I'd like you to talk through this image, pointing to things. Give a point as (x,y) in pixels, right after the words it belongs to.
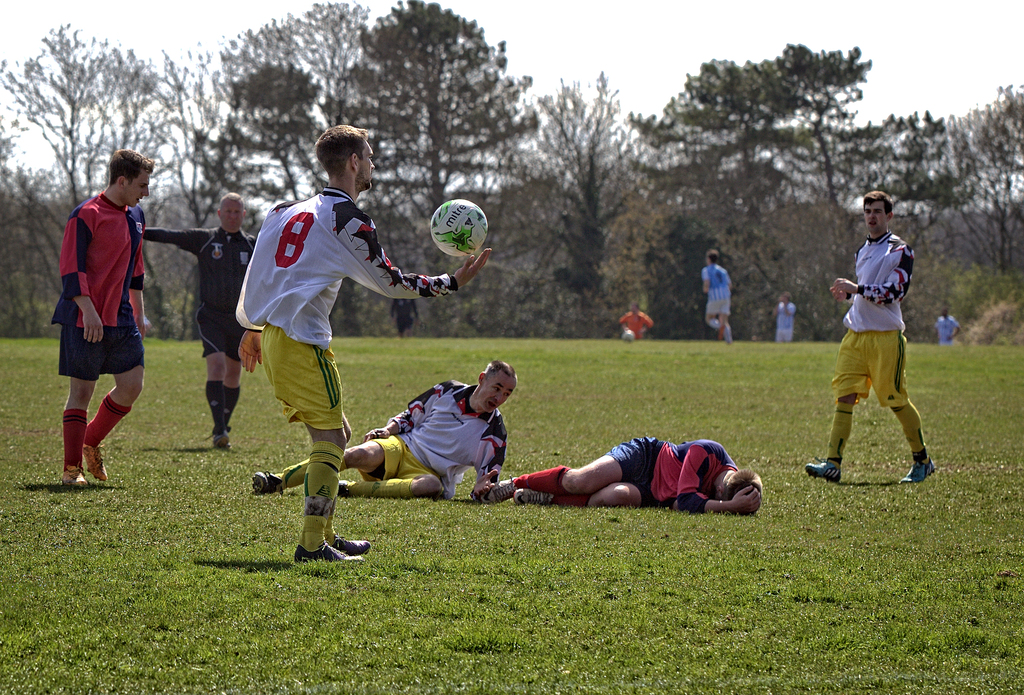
As we can see in the image there are few people (871,336) here and there, white color football (460,244), grass (297,586) and trees (537,147). On the top (887,27) there is sky (813,2).
